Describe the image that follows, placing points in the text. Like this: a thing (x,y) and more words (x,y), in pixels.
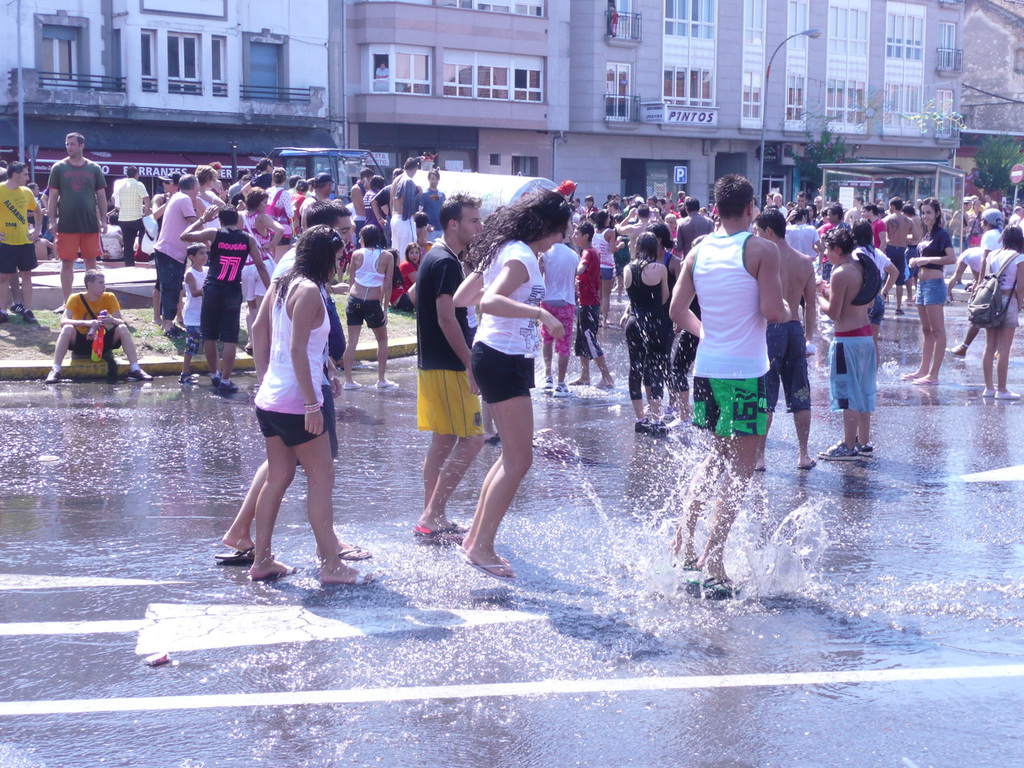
In this picture I can see group of people (252,347) among them some are standing and some are sitting. Here I can see water (562,663), white lines (252,697) on the ground (487,583). In the background (413,109) I can see buildings (544,101), vehicle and street lights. On the right side (984,176) I can see a tree (996,183).
